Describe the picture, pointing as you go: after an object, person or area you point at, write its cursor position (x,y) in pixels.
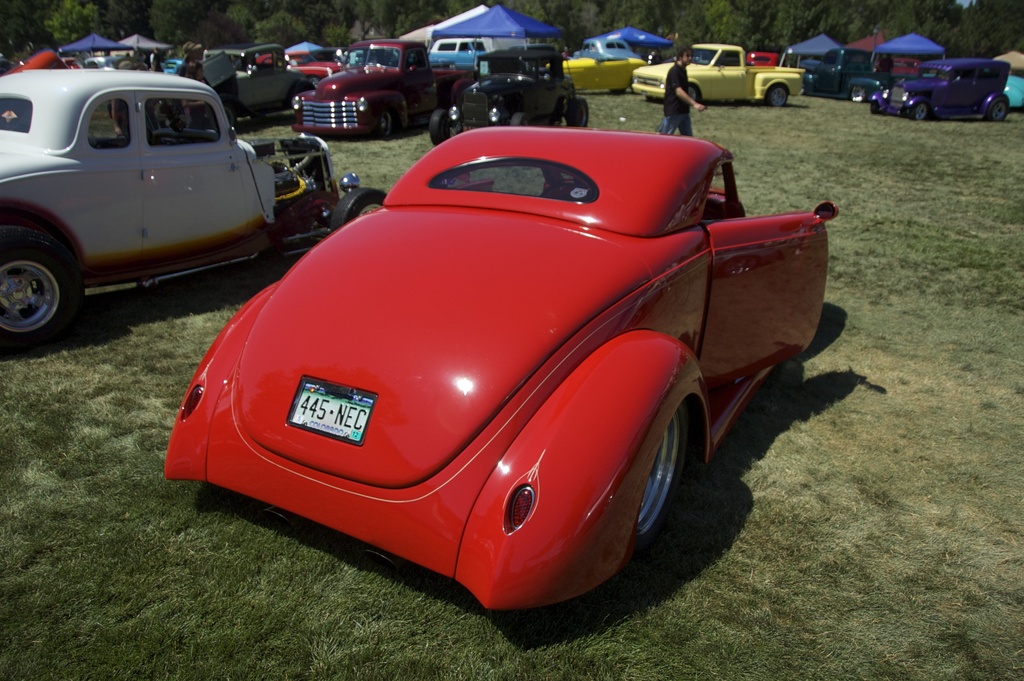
In this image we can see vehicles (369,204). In the background of the image (400,50) there are some vehicles (604,60), stalls (803,60), a person (683,97), trees (836,4) and other objects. At bottom of the image (546,640) there is the grass (564,646).
